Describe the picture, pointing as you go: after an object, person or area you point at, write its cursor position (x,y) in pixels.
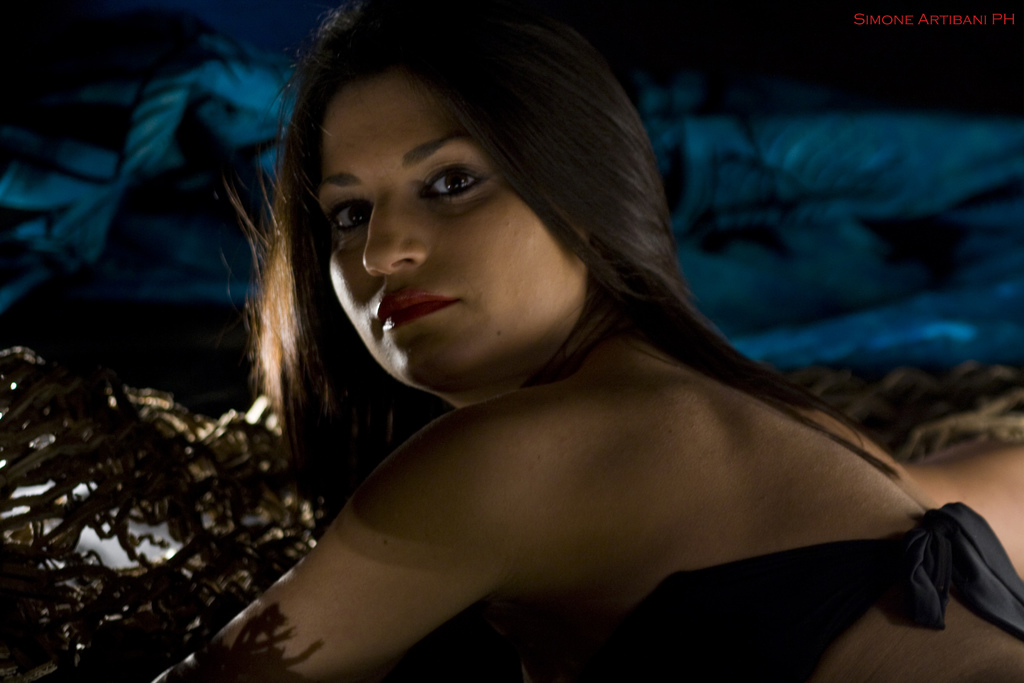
In this image we can see a person (623,397) and an object (119,496) near the person (318,594) and a blurry background (902,250).
